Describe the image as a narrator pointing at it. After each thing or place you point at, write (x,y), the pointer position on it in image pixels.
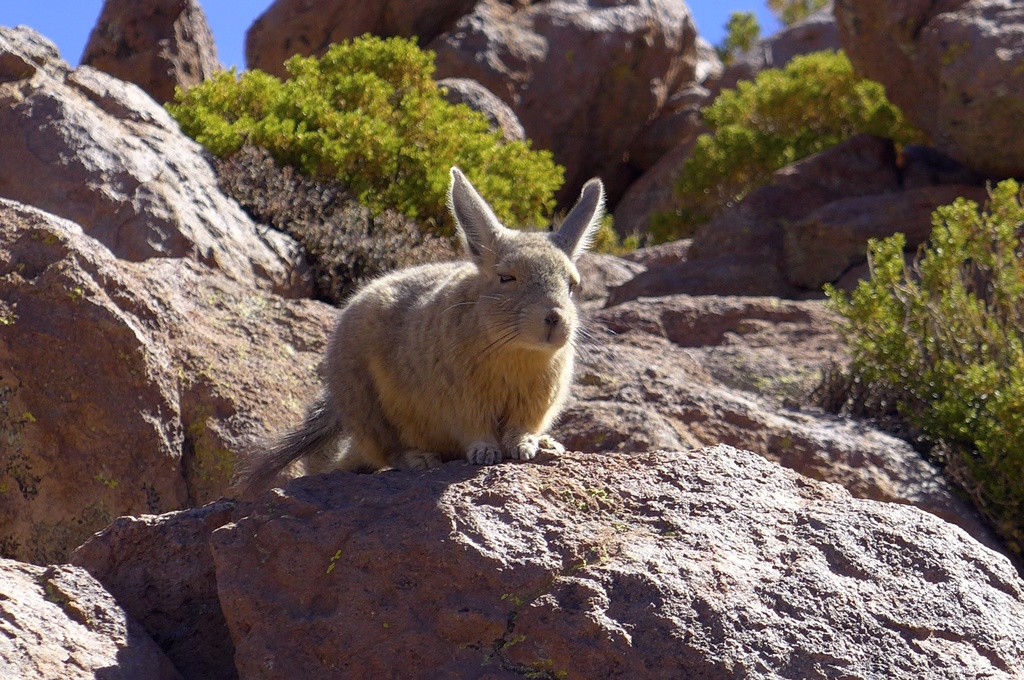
In this picture we can see a rabbit (462,352) in the front (494,348), in the background (99,116) there are some rocks (630,383) and plants (421,149), we can see the sky (70,47) at the left top of the picture (57,17).
